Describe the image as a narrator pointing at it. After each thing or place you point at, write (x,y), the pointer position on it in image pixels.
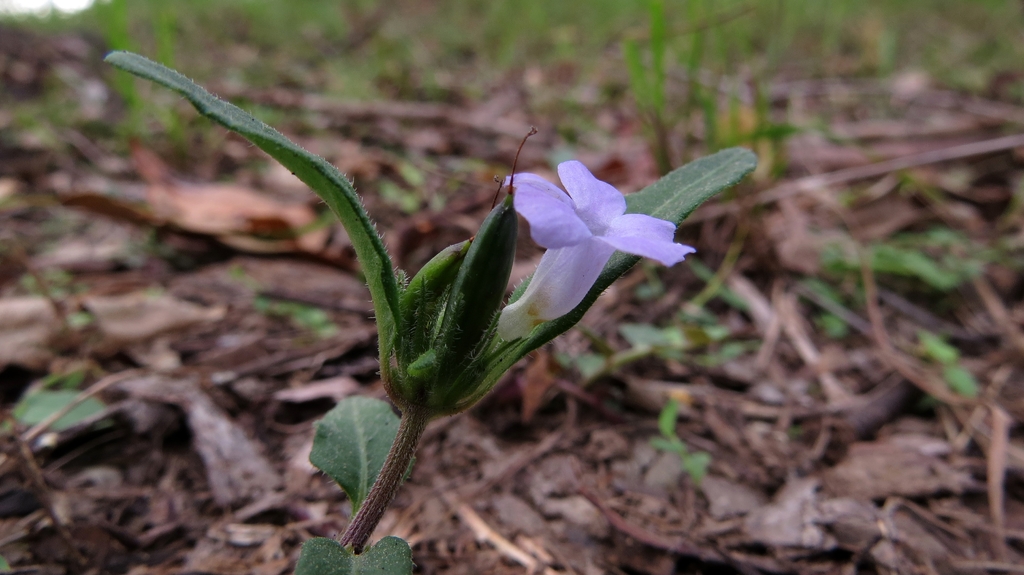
In this picture we can see a flower (570,245) and a plant (523,337) in the front (561,227), in the background (793,236) we can see some leaves (841,121), there is a blurry background (538,8).
